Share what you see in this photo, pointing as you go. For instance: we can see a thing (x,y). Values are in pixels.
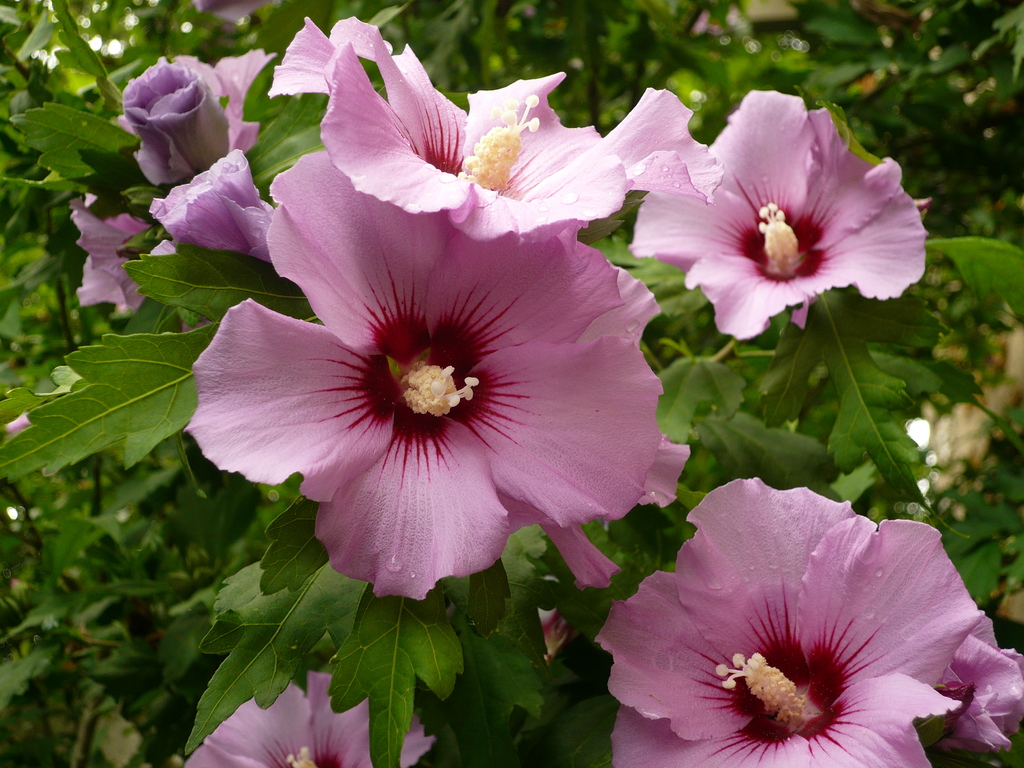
In this image I can see flower plants (443,295). This flowers (513,352) are pink in color.
